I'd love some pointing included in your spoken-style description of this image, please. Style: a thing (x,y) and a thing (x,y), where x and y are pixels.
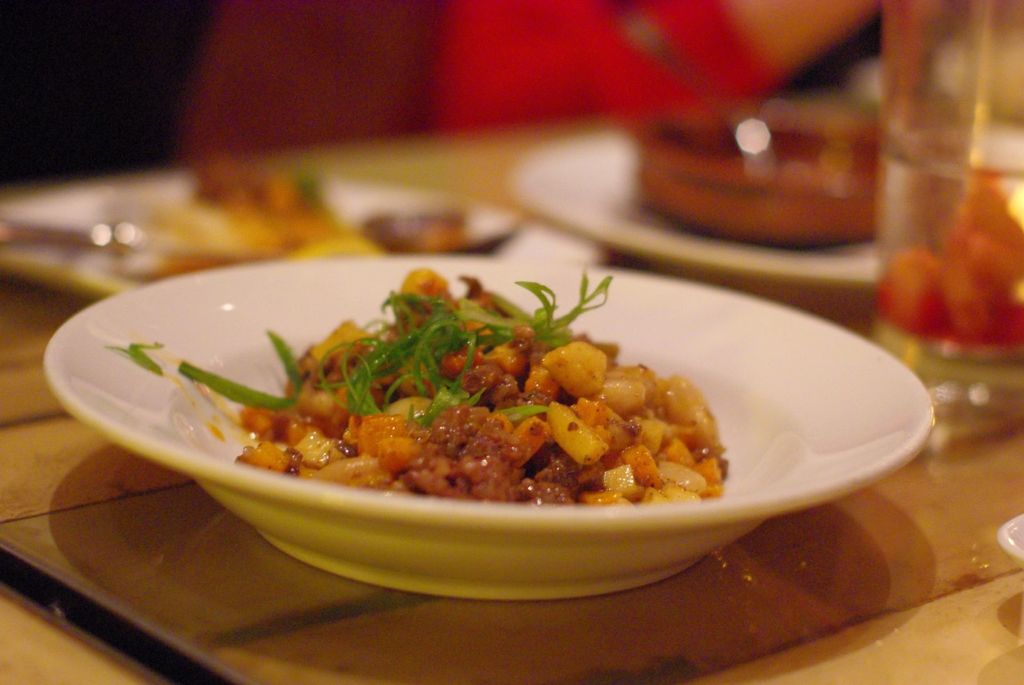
In the image there is a meat dish (453,419) along with some leaves (473,332) on a plate (739,415) over a dining table (223,624), beside it there are two plates (596,226) with food (856,224) and a glass (941,227), in the back (701,10) it seems to be a person (554,47).
